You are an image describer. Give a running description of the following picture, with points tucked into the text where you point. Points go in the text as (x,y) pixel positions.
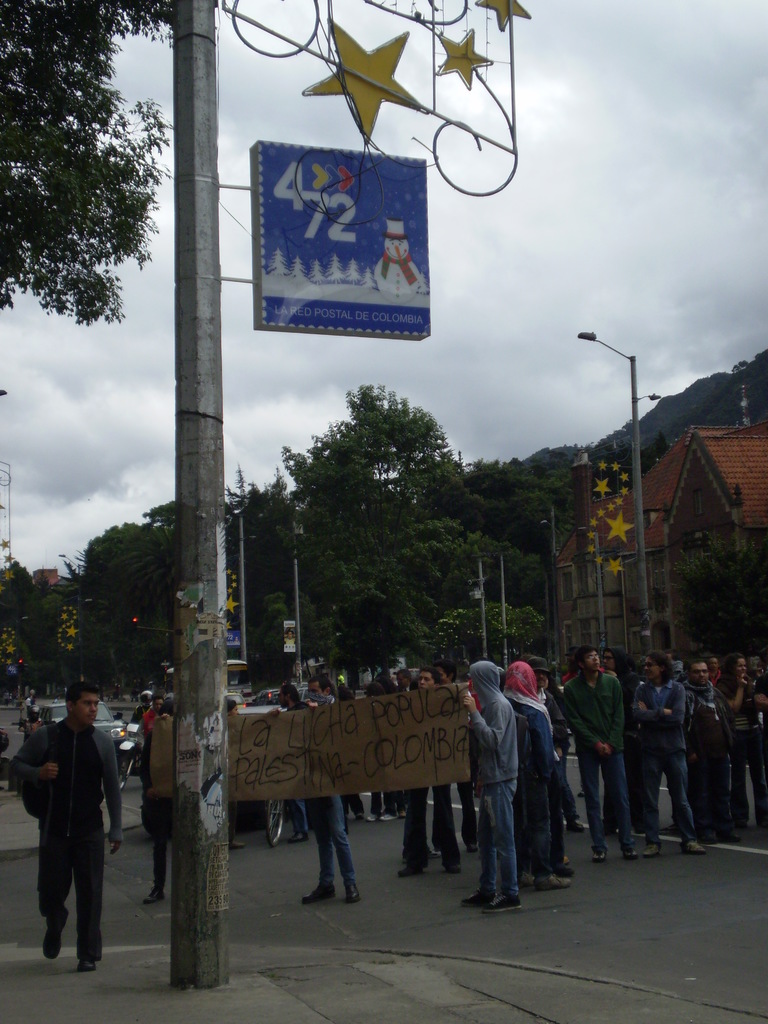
Here in this picture in the front (329,285) we can see a hoarding (297,308) present on the pole (182,860) over there and we can see number of people (78,761) standing on the road (340,916) and protesting by holding a banner (263,719) with them and we can see light posts (637,388) and trees (402,517) present all over there and on the right side (760,485) we can also see a building (576,552) and we can see clouds (165,410) present all over the sky (117,390).
